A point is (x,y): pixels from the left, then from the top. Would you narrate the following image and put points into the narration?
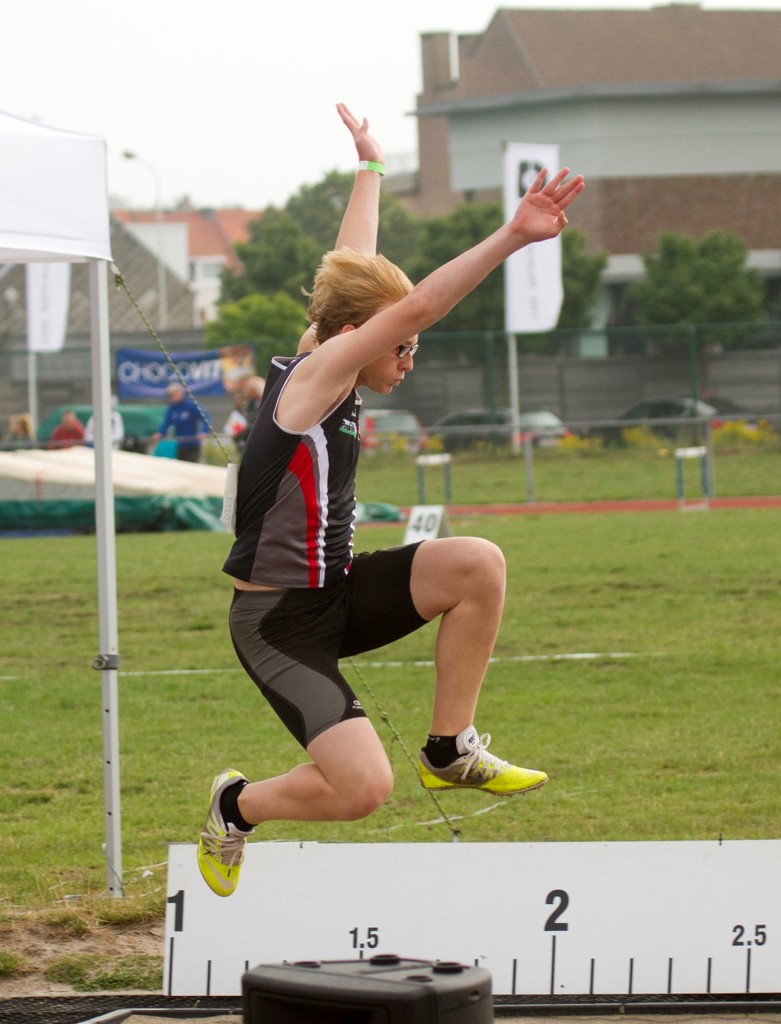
There is a person (350,591) in the air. Here we can see few persons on the ground (603,673). There is a measuring scale (395,898), poles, fence (573,393), vehicle (545,434), banners (521,268), trees (419,263), and houses (614,50). In the background (388,27) there is sky (340,50).
